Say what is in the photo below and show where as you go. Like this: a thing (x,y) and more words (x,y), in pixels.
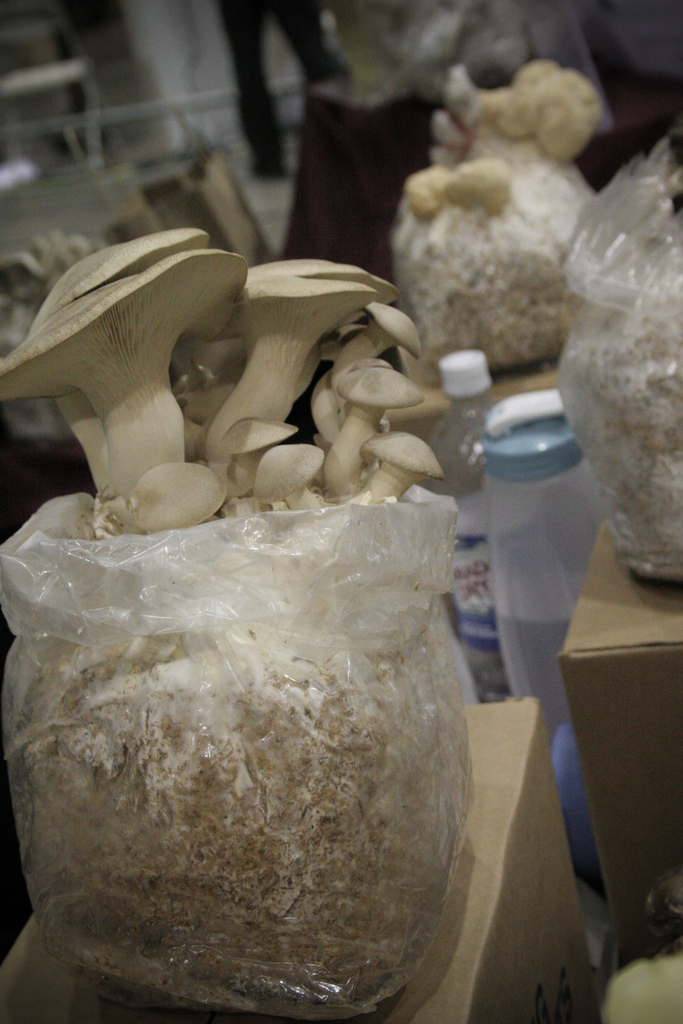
In this image I can see the mushrooms (342,400) in the covers (293,669) which are placed on the card boxes (511,829) and there are two bottles (474,500). In the background (96,187) there are few objects (93,90).
